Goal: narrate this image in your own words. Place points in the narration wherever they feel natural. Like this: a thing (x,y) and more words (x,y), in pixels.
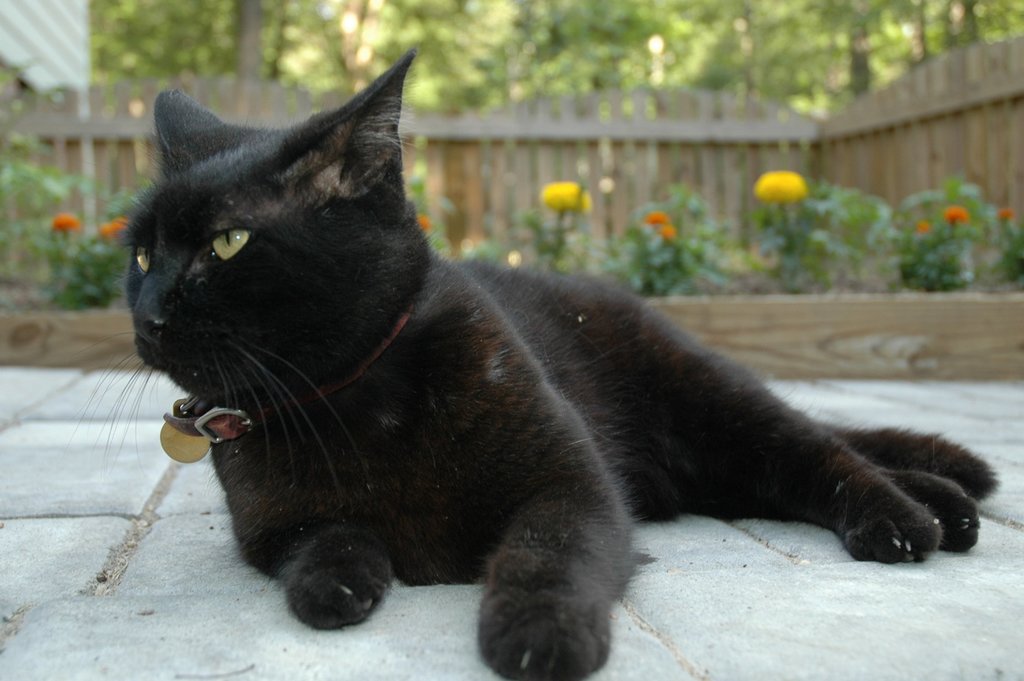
In the center of the image (433,438) we can see a cat (301,313). In the background (85,268) there are plants (657,279) and we can see flowers (56,220). There are trees (504,70) and there is a fence (669,162).
